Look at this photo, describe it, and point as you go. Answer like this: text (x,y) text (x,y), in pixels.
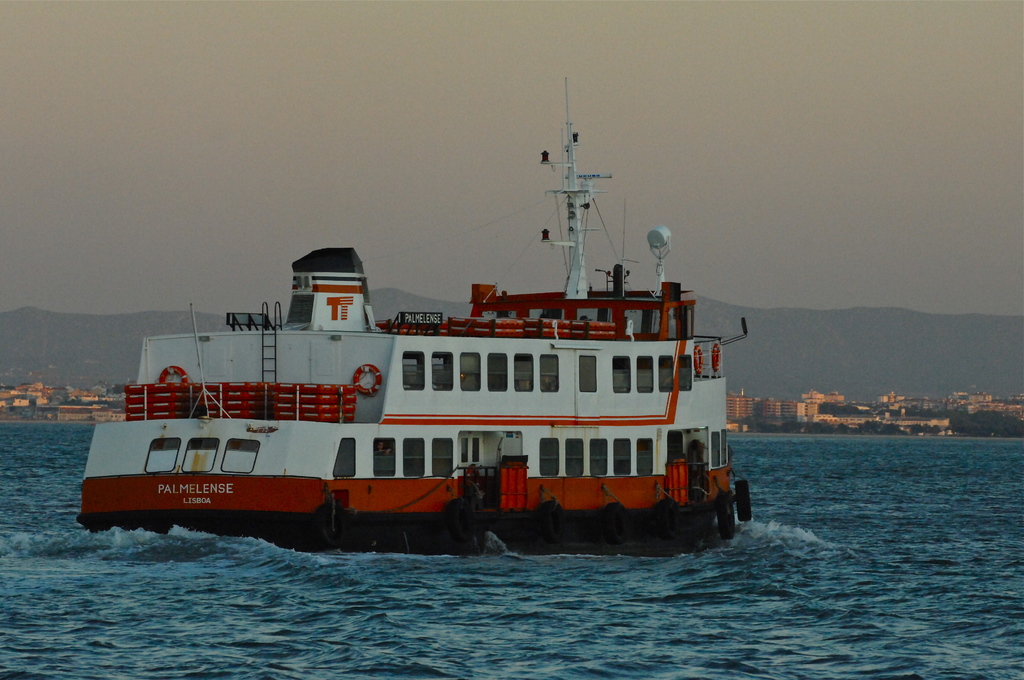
In this image in the center (386,393) there is a ship (396,442) sailing on the water (173,635). In the background (751,351) there are buildings (836,397) and mountains (813,313) and the sky (639,210) is cloudy.
